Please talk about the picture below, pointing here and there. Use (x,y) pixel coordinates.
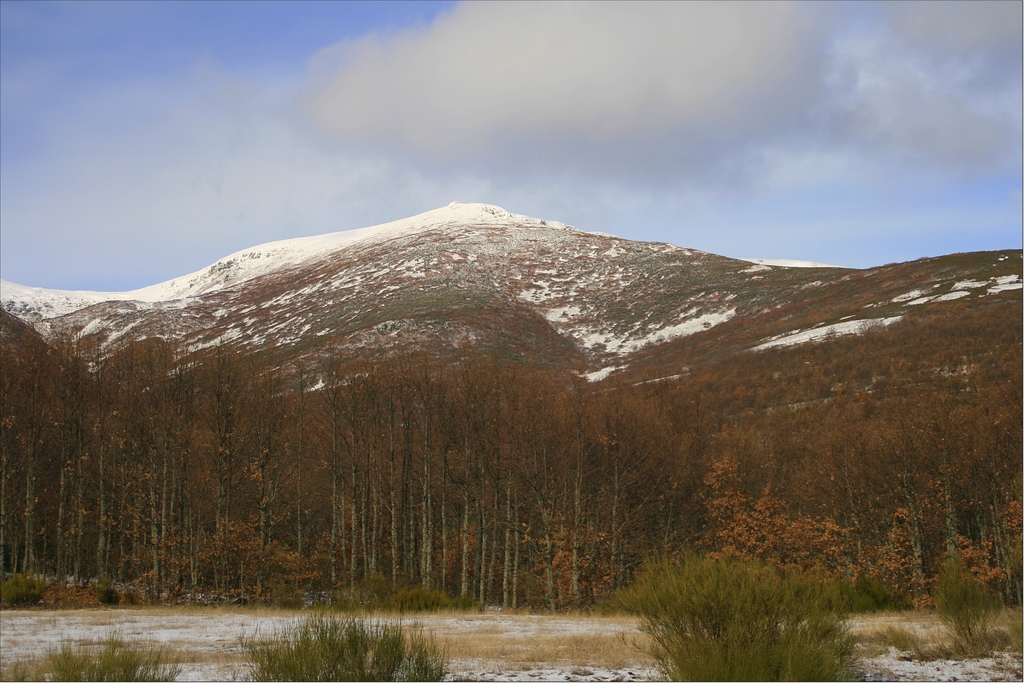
In this picture we can see plants (679,658), trees (145,474), mountains (636,334), snow (292,266) and in the background (495,146) we can see the sky (381,140) with clouds (495,146).
